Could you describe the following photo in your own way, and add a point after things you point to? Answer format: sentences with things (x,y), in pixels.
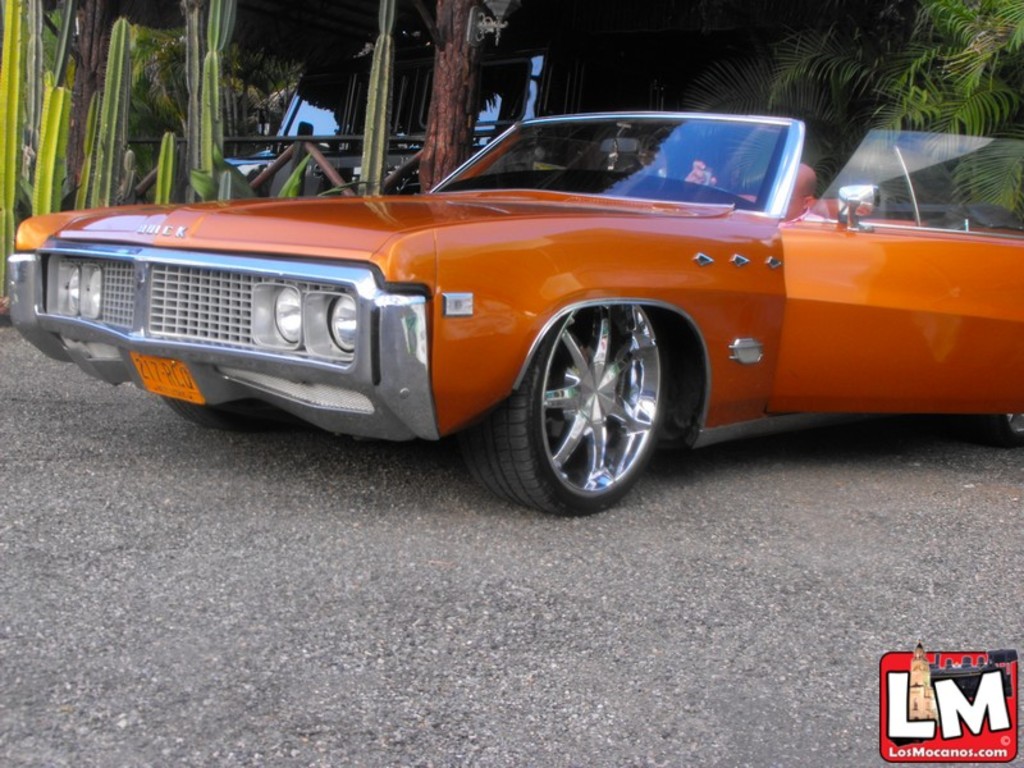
In this image we can see some vehicles (611,335) parked on the ground (490,545). On the left side of the image (36,208) we can see some plants (229,194). In the background (439,122), we can see a lamp (506,5) and some trees (453,44).
